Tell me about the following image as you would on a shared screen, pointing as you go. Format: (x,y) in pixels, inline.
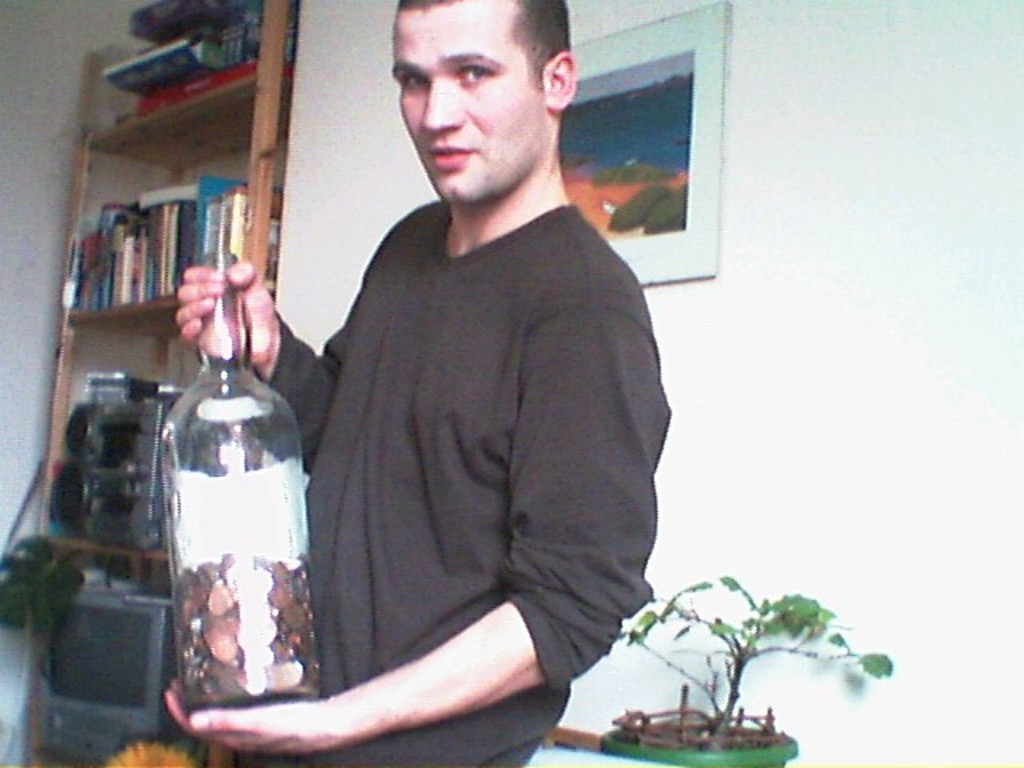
In this image I can see a man (504,384) wearing t-shirt (507,449) and holding a bottle (249,495) in his hands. In the background (806,380) there is a wall (806,380), one frame (672,175) is attached to this wall (768,149). Just at the back of this person (525,746) there is a flower plant (720,733). On the left side of the image (192,133) there is a rack (198,122), some books (121,267) are arranged in that. On the left bottom of the side there is a television (115,645) and speakers (135,502).
